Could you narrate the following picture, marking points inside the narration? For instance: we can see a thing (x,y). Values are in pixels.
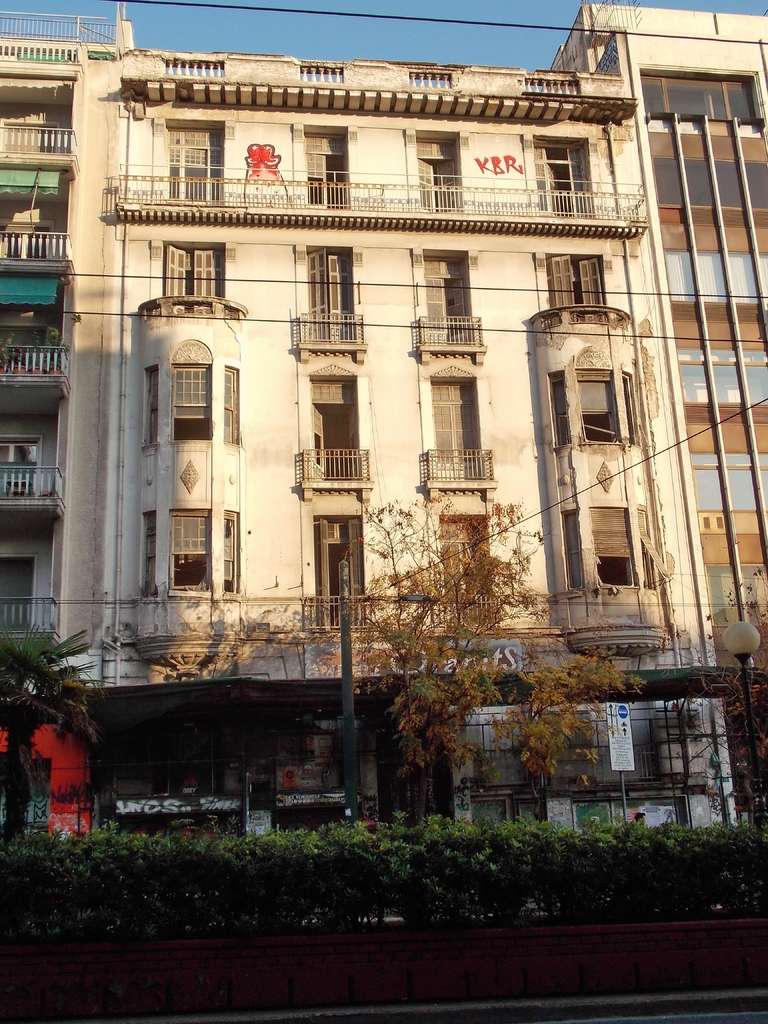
At the bottom of the picture (398,896), we see the flower pots (422,952) and the plants (374,872) or shrubs (315,836). Behind that, we see trees (392,657), pole (346,752) and a light pole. Behind that, we see the board (626,723) in white color with some text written on it. There are buildings (183,511) in the background (245,532). We even see the railing (288,180) and the windows (467,282). At the top (491,62), we see the sky (408,52), which is blue in color.
